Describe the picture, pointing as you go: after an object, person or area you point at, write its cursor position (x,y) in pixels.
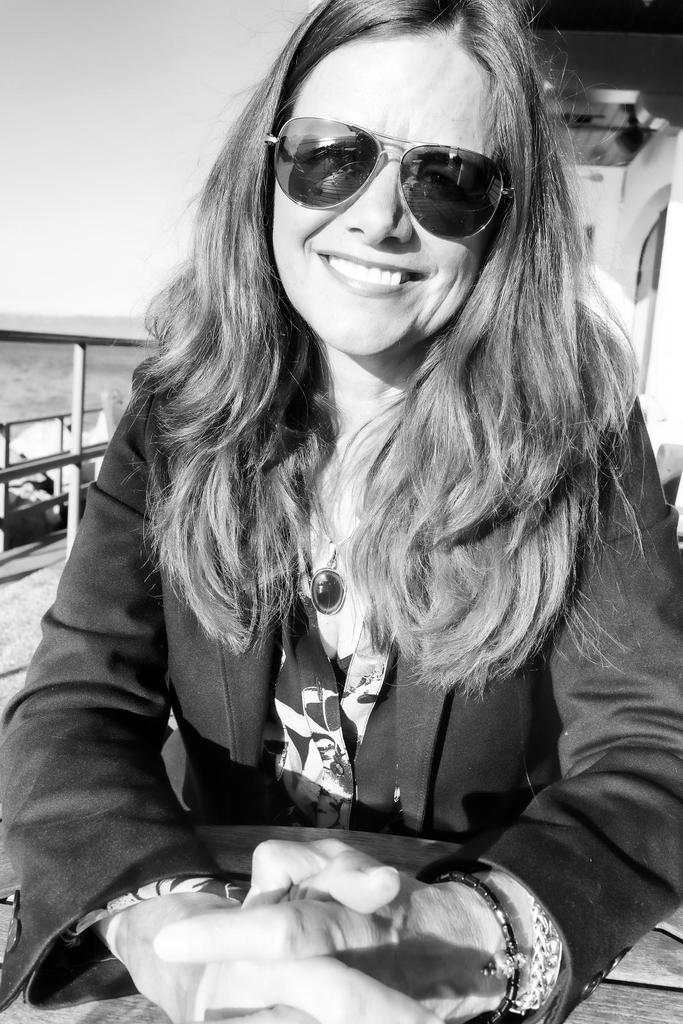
In this picture there is a lady (344,1013) who is sitting at the center of the image (247,378) and she is wearing a sunglasses (326,132), there is a railing (73,441) at the left side of the image (13,471), it is observed.
